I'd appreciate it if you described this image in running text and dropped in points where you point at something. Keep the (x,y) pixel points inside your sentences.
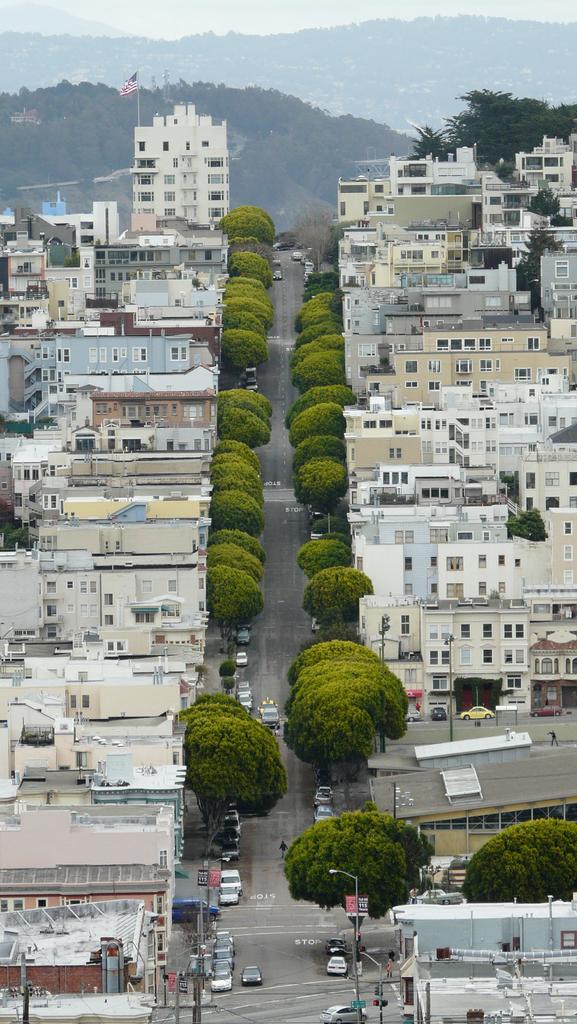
This is an aerial view in this image, there are buildings (444,671), trees (296,375), cars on the road (268,638), in the background (316,113) there are mountains (262,106) and there is a flag (130,90) on one building (152,135).
